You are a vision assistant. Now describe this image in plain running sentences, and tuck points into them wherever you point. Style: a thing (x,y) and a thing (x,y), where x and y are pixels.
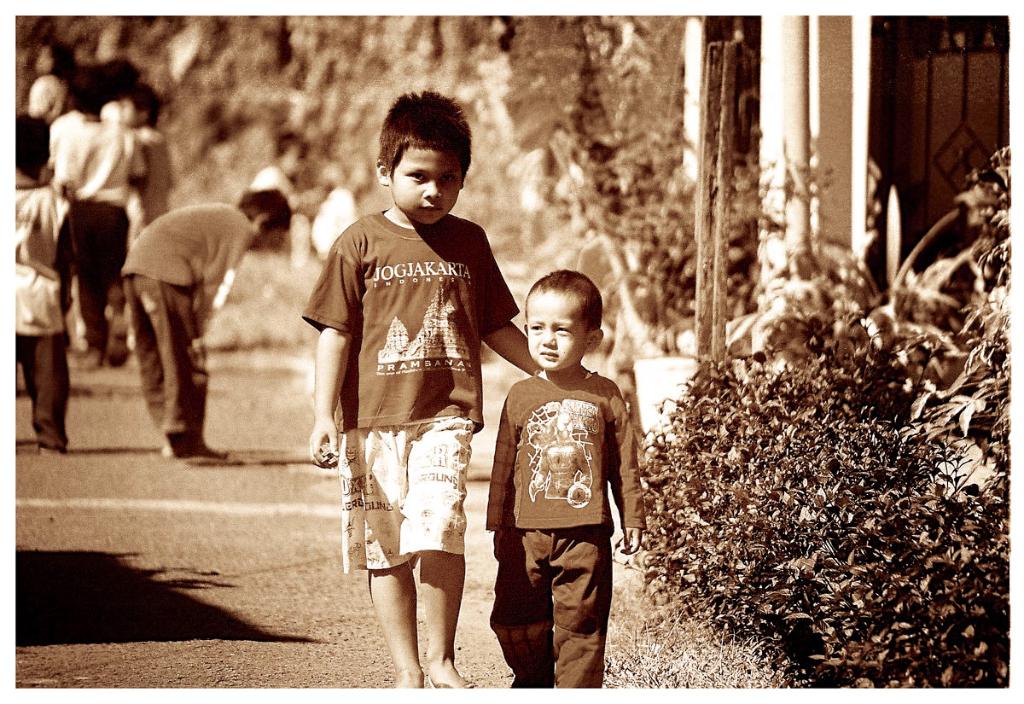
In this image we can see two boys (545,418). On the right side of the image (969,418), we can see plants (880,407), grille (911,128) and wooden objects (710,197). In the background (197,231), we can see children (181,219). At the bottom of the image (239,632), we can see the pavement (253,672).
